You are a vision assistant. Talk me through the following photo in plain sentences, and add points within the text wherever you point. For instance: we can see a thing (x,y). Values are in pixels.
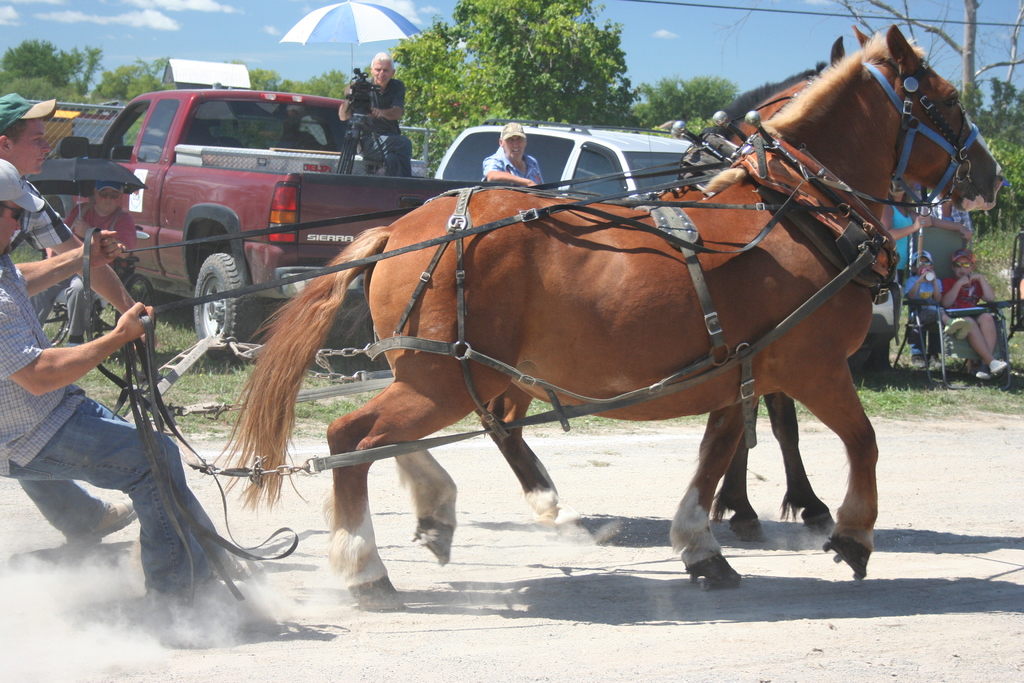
In this image there are two horses (723,323) running on the road (557,445). On the left (124,337) two persons (17,343) are holding the string (143,363) attached to them. In the background (65,287) there are many people (398,133). This person (382,133) is holding a camera (371,93) and an umbrella (311,17). In the background (275,75) there are trees (337,83).
